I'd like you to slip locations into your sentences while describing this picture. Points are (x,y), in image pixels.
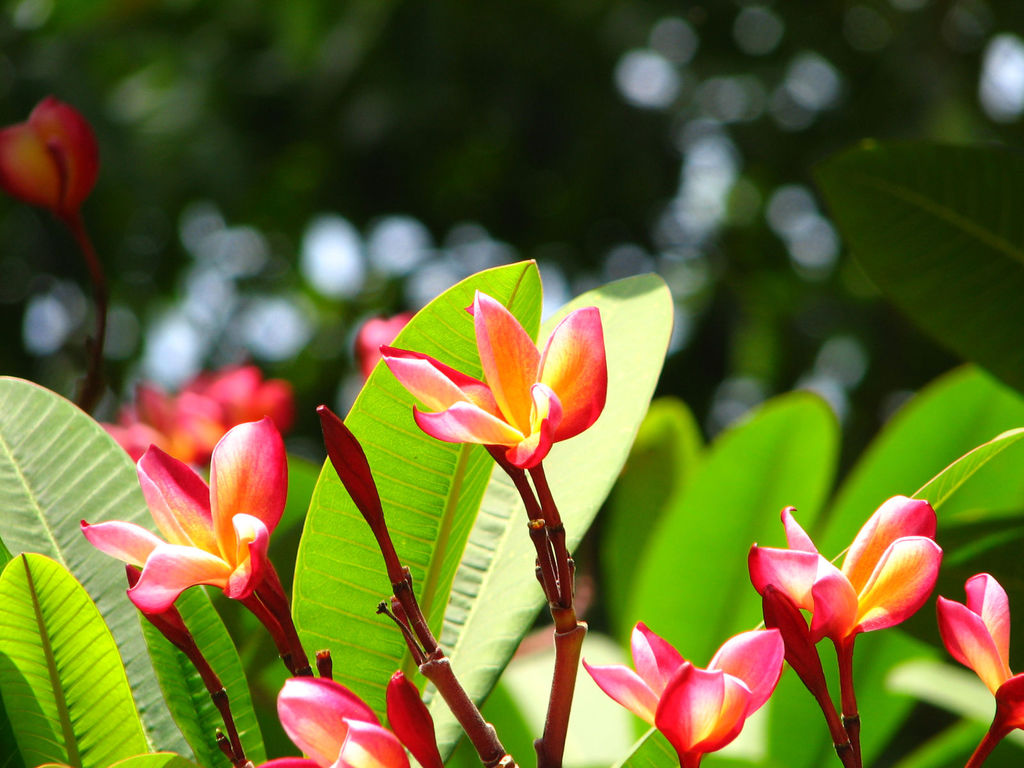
In this picture there are flowers (561,435) on the plants (549,475). At the back (617,202) the image is blurry.
